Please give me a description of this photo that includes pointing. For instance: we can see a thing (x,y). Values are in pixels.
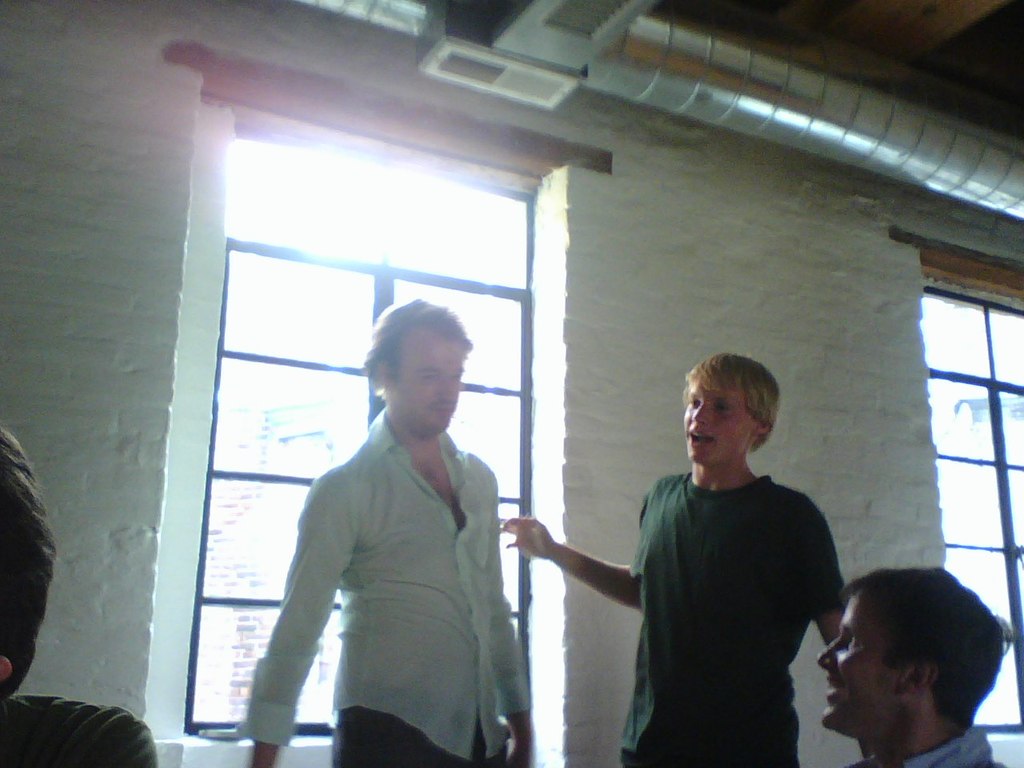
In the picture we can see a man (476,545) and a boy (661,545) standing and man (358,701) is wearing a white shirt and boy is wearing a green T-shirt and front of them, we can see a person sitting and watching them and in the background (845,478) we can see a wall (838,478) with windows (987,487) and to the ceiling (1006,65) we can see the air exhaust pipe (561,76).
